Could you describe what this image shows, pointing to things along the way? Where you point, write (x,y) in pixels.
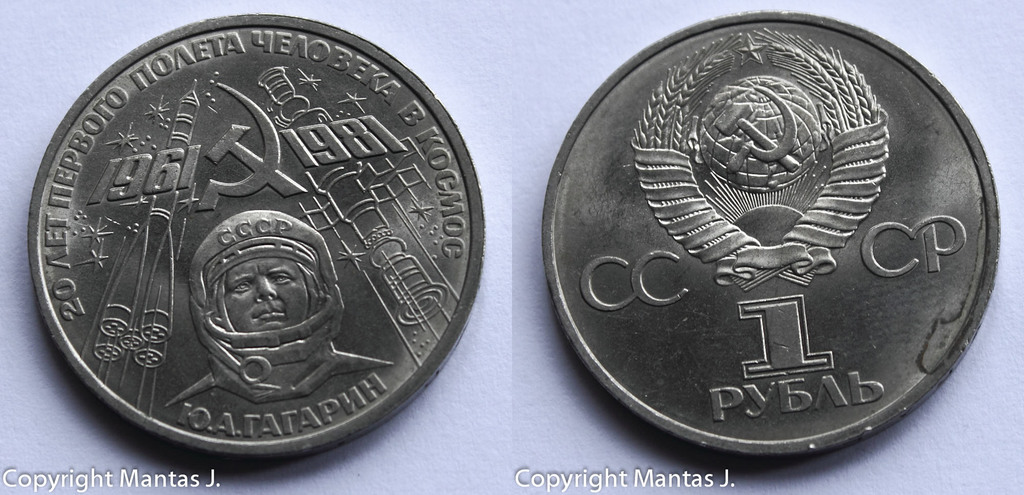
In this image we can see a collage of two pictures. In which we can see the coins (577,240). At the bottom (73,481) we can see some text (116,481).
